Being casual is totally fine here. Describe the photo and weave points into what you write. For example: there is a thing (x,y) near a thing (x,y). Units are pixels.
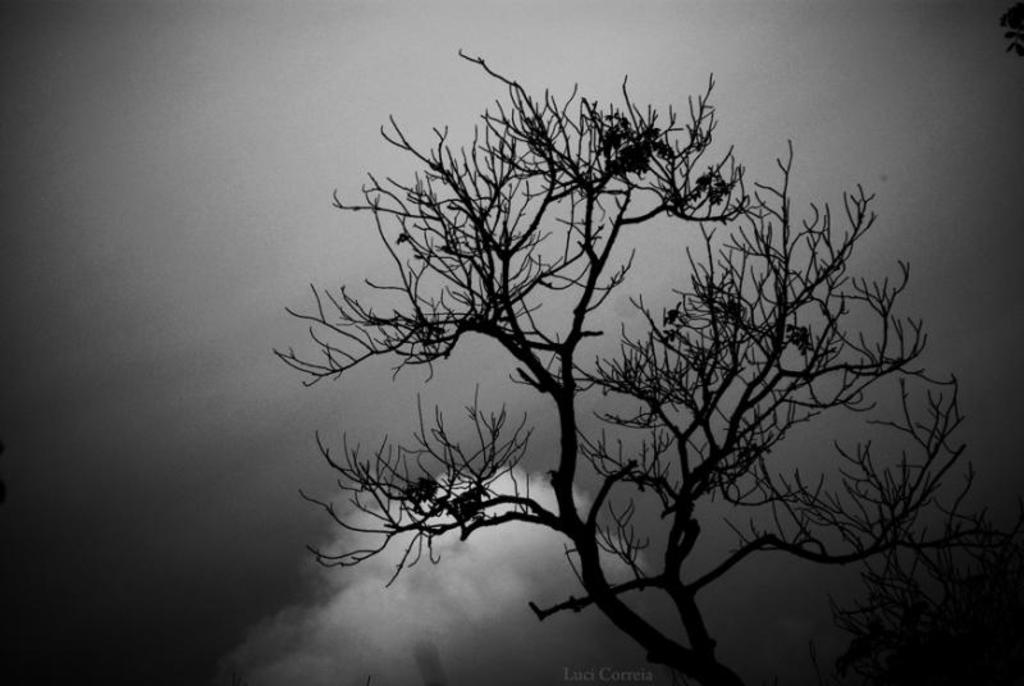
In this picture, we can see a tree (708,408) and a cloud (377,518). In the background (487,451), we can also see black color.
